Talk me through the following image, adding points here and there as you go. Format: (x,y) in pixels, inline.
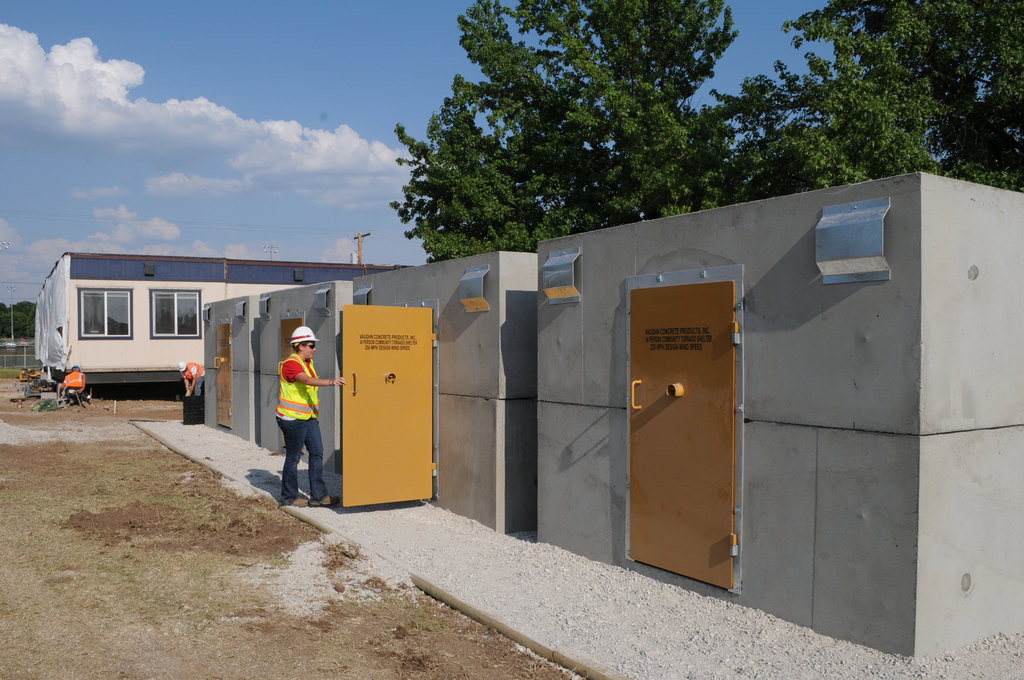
In the image there is a man (308,426) in safety dress (293,401) and helmet (299,331) going in to a room (381,409), behind there are trees (632,191) with a building (198,305) beside it and above its sky (211,110) with clouds (201,128).
